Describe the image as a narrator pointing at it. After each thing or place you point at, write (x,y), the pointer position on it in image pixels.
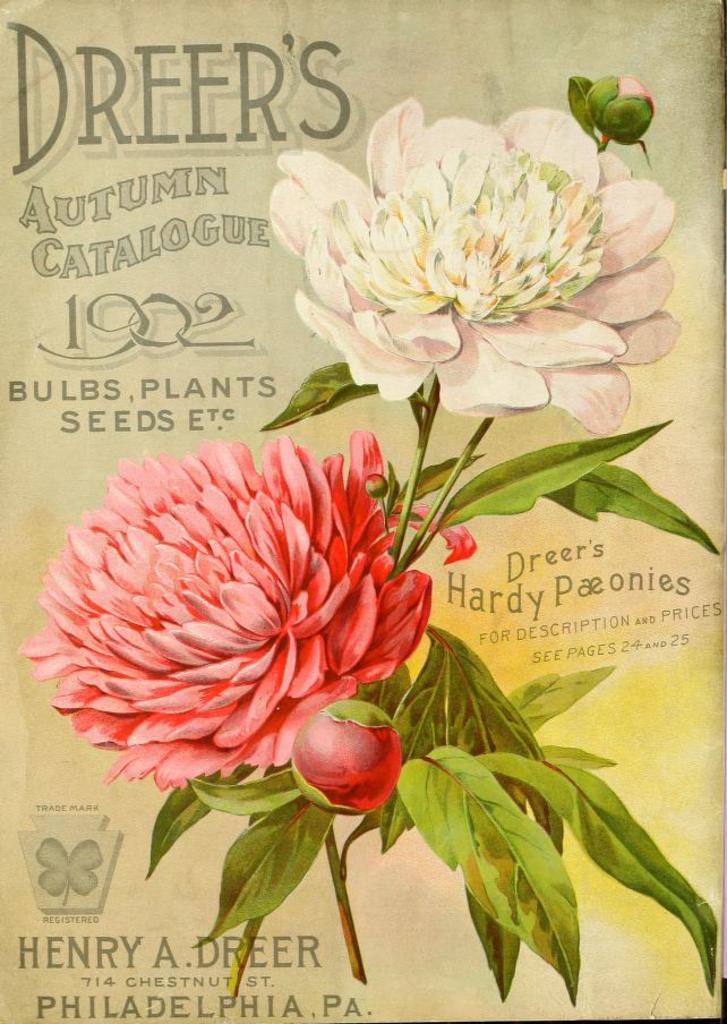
In the picture we can see a painting (223,834) of two flowers (566,344) which are red and light pink in color with buds (369,752) and some leaves (271,834) and some words (93,202) on the top of it as Dreer's.
